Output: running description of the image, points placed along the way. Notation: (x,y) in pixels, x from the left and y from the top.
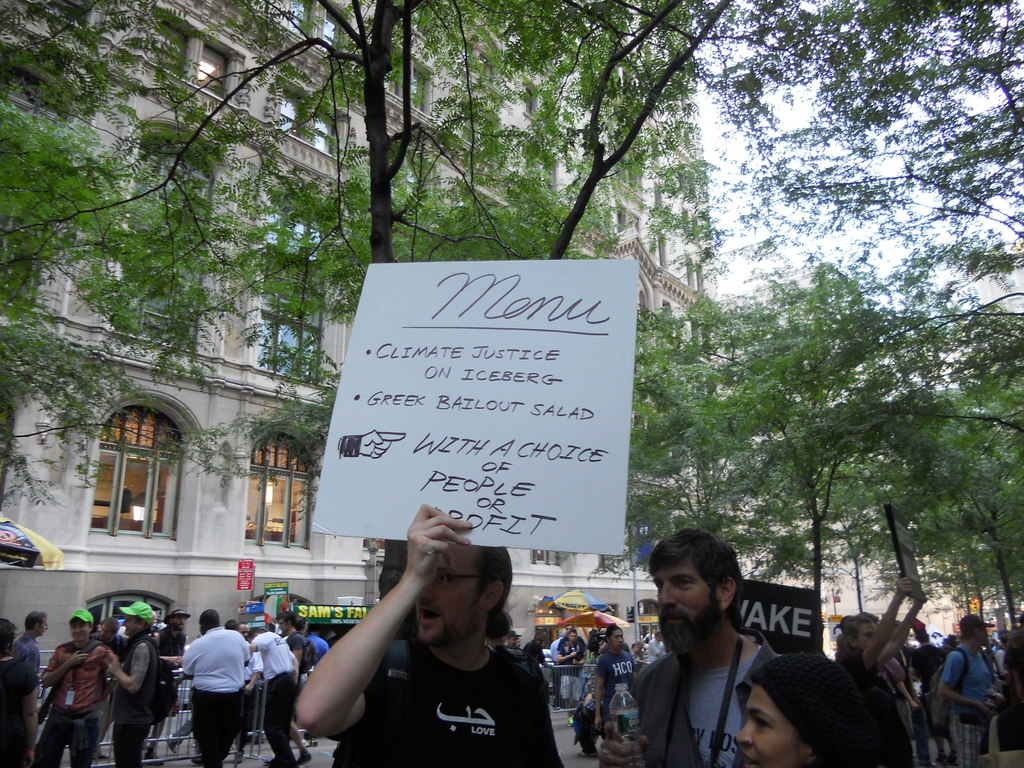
In this picture there are people (879,700), among them two persons (877,657) holding boards (574,412). We can see patio umbrellas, trees (876,433), barricades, boards (315,617) and building (146,364). In the background of the image (774,212) we can see the sky (832,155).
